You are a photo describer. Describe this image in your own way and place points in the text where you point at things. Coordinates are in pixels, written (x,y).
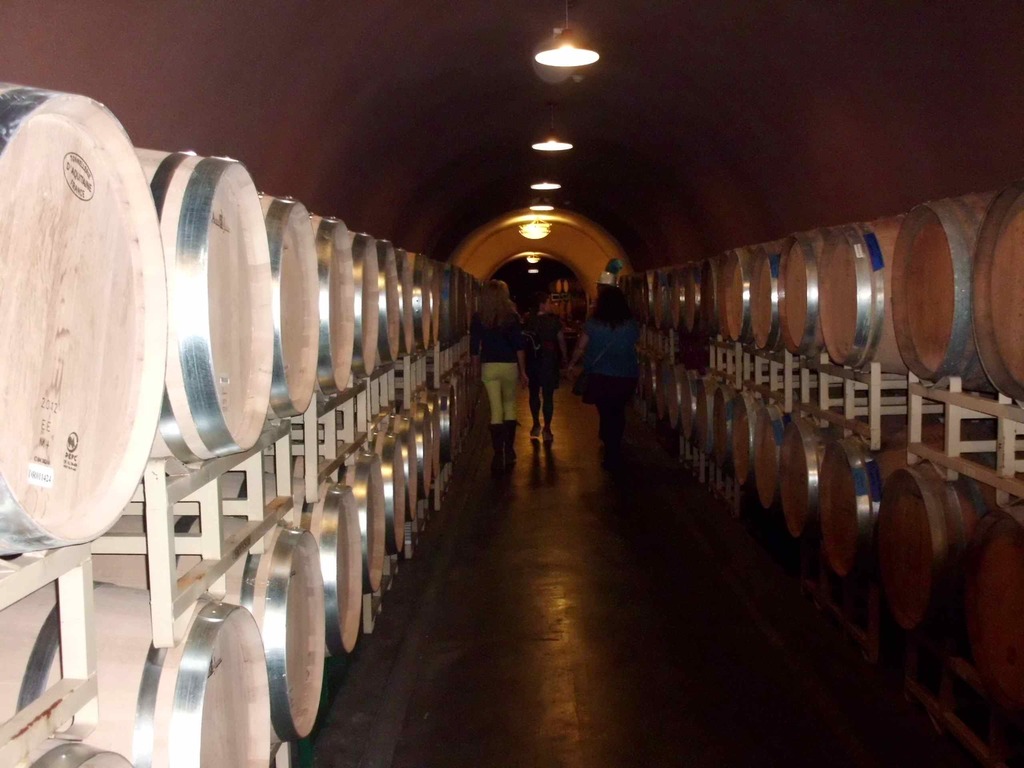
There are three people (500,345) walking on the floor (517,400) and we can see barrels (18,429). At the top (540,54) we can see lights (567,41).
